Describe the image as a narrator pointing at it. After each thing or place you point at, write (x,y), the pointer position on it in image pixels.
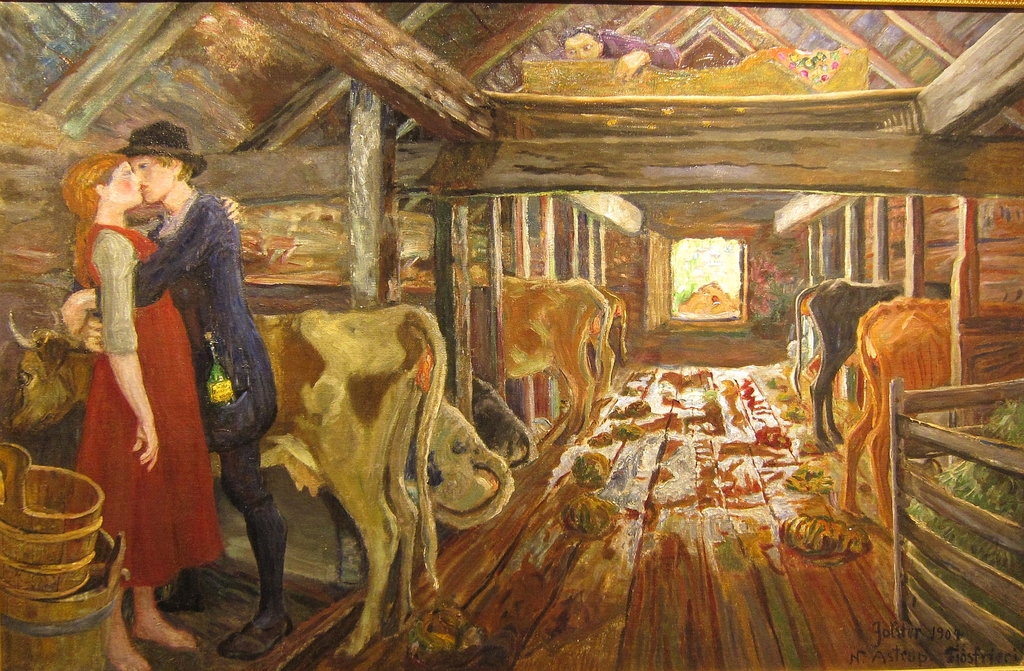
This is a picture of the painting (531,326). On the left side (155,193), we see a man (197,315) in a blue blazer (204,282) and the woman (165,370) in red dress (130,491) are standing. Beside that, we see cows (437,446) in the stalls (465,342). In the right bottom of the picture (961,498), we see grass (969,543). In the background (726,290), we see a window (669,273).
